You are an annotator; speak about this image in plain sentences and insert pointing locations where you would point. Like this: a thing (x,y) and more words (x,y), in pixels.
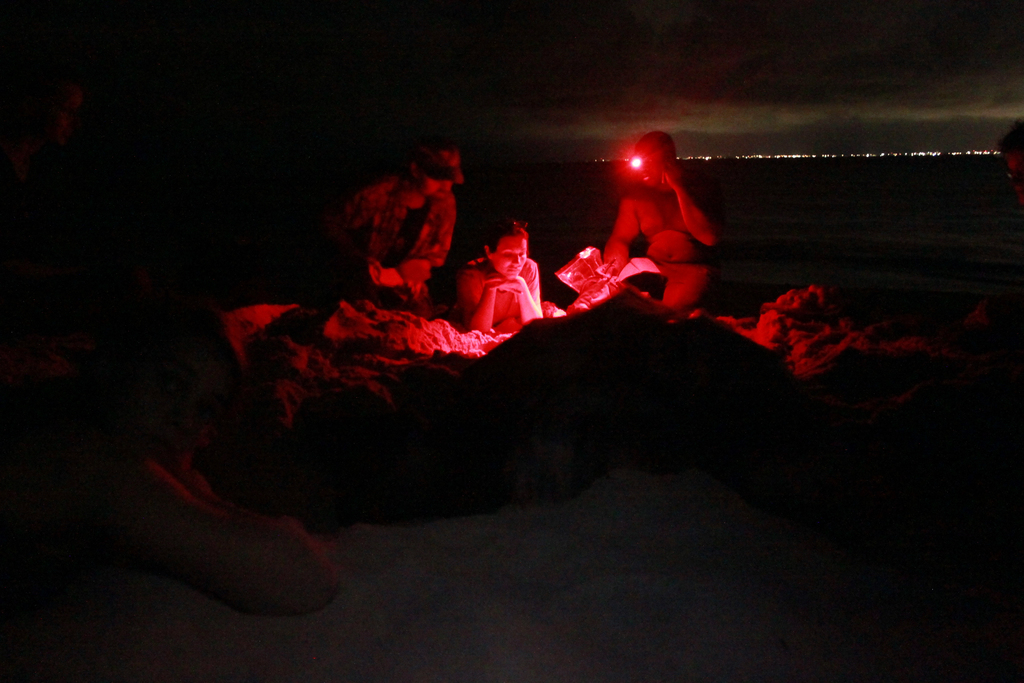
In this image there are people (484,318) on the land (539,508). Bottom of the image (304,565) a person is lying on the land (587,620). Background (977,156) there are lights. Top of the image (750,107) there is sky (751,27). Right side (685,289) there is a person (671,168) having a light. He is holding an object (586,261).
